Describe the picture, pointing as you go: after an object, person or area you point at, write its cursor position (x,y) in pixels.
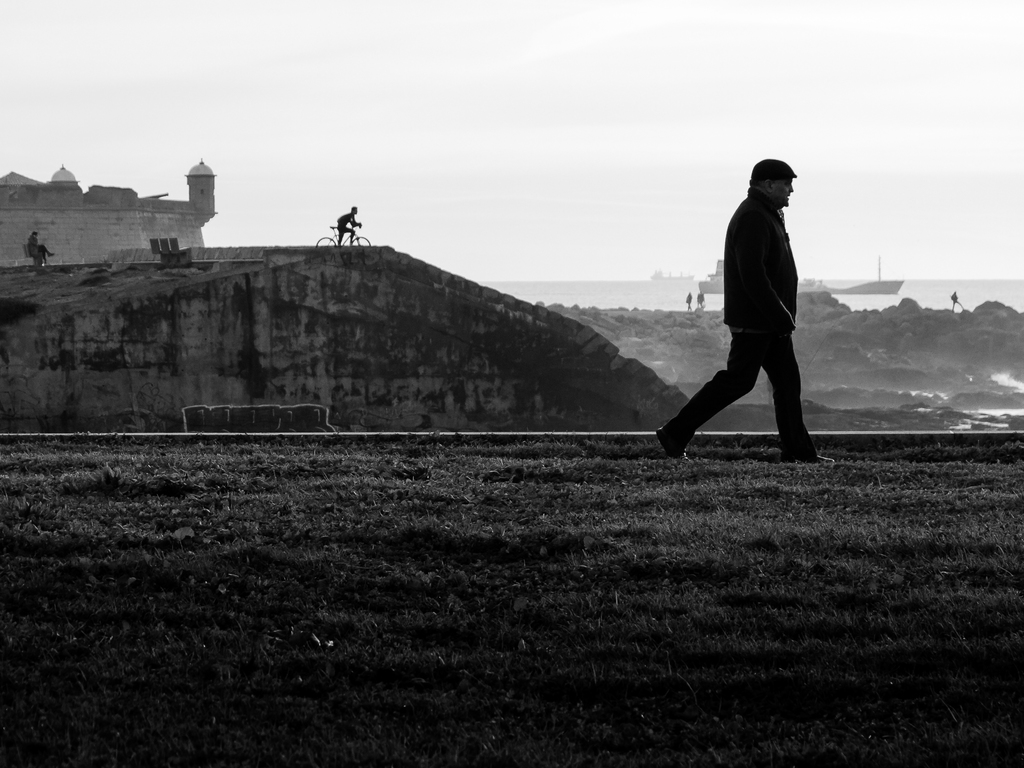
At the top of the image (54,212) we can see fort (77,232), person (37,244) sitting on the bench (39,253), person (351,211) sitting on the bicycle (351,230), persons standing on the rocks (690,316) near the sea (894,296), ships (716,279), sea (655,282) and sky (635,116). At the bottom of the image (309,558) we can see a person (748,226) walking on the grass (530,573).
